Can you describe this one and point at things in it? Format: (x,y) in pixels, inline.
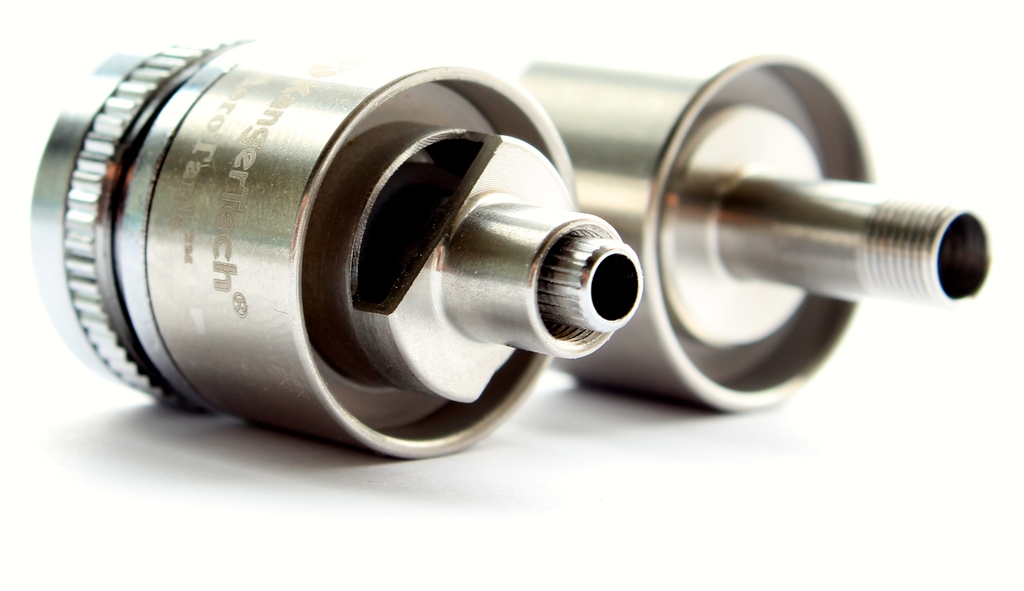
In this image we can see some objects (483,194) placed on the surface (173,440).
